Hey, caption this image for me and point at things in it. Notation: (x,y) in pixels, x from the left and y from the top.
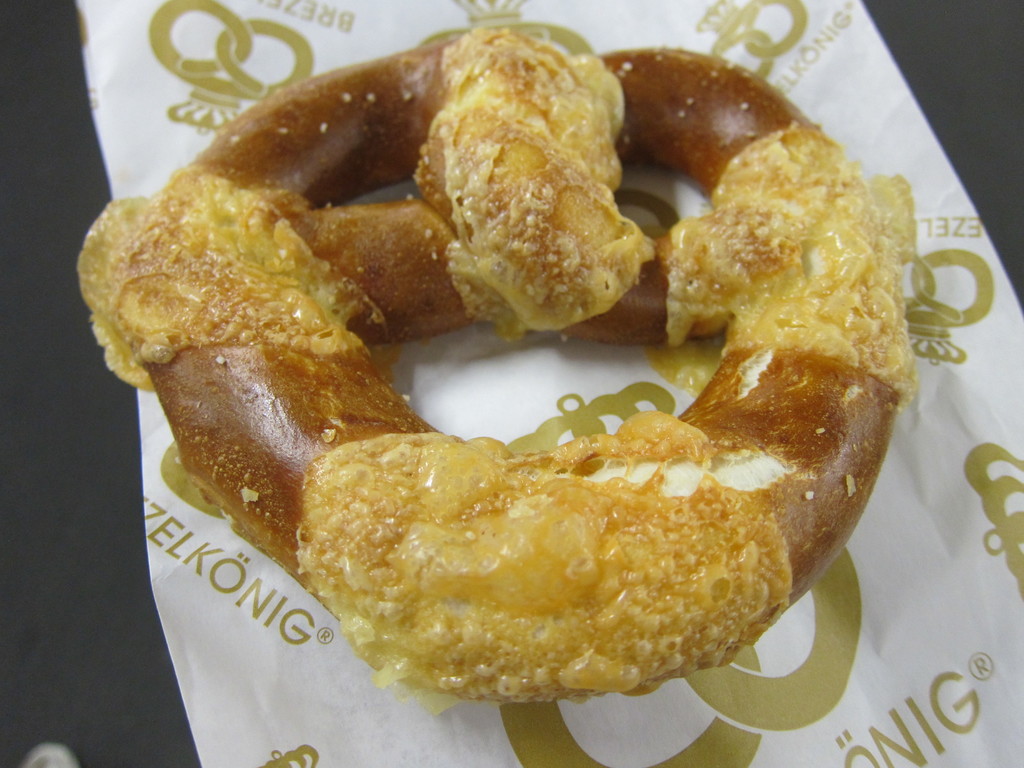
In this image I can see the food (549,262) on the white color paper (333,712). I can see something is written on the paper (748,690). And the food (529,268) is in brown color.
